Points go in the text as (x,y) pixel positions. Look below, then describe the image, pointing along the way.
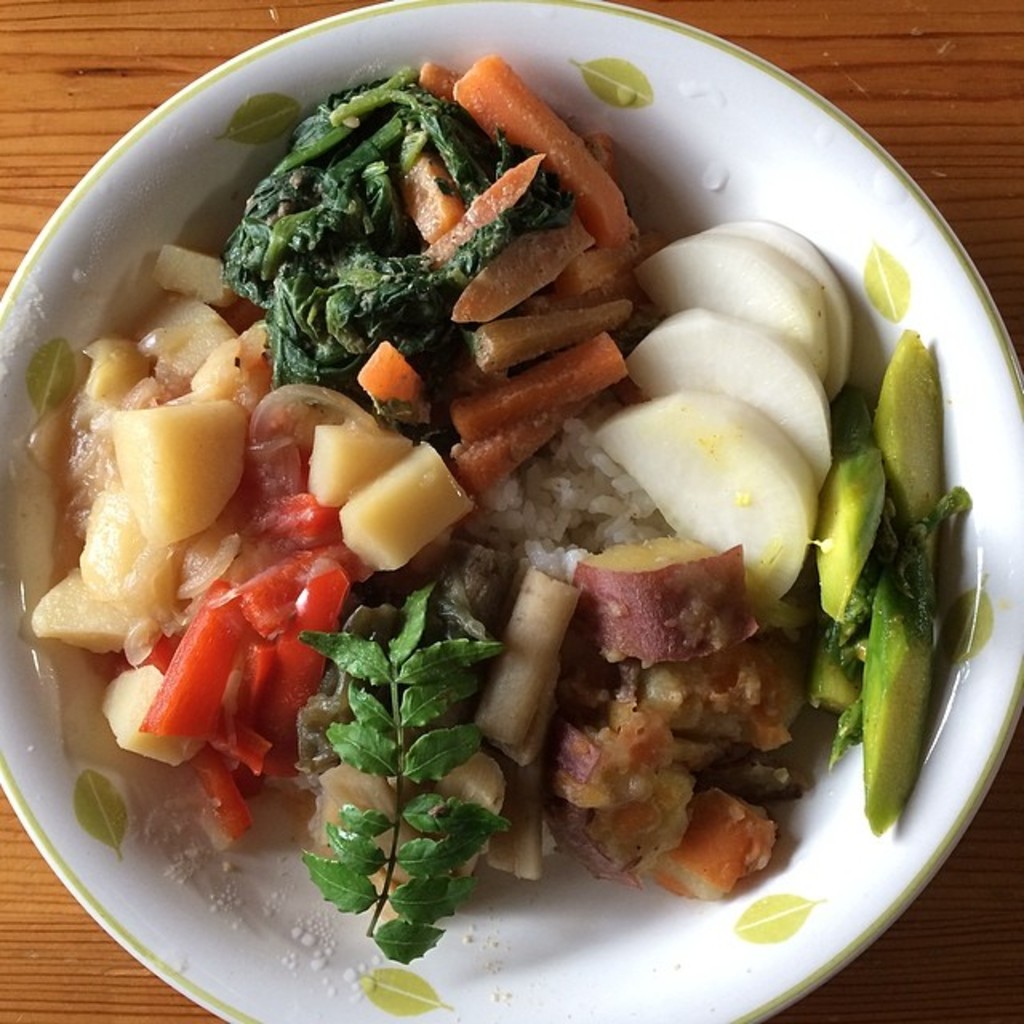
In the center of this picture (665,665) we can see a white color plate (555,979) containing some food items (526,698). In the background (910,52) we can see a wooden object (190,57) which seems to be the table (100,980).
